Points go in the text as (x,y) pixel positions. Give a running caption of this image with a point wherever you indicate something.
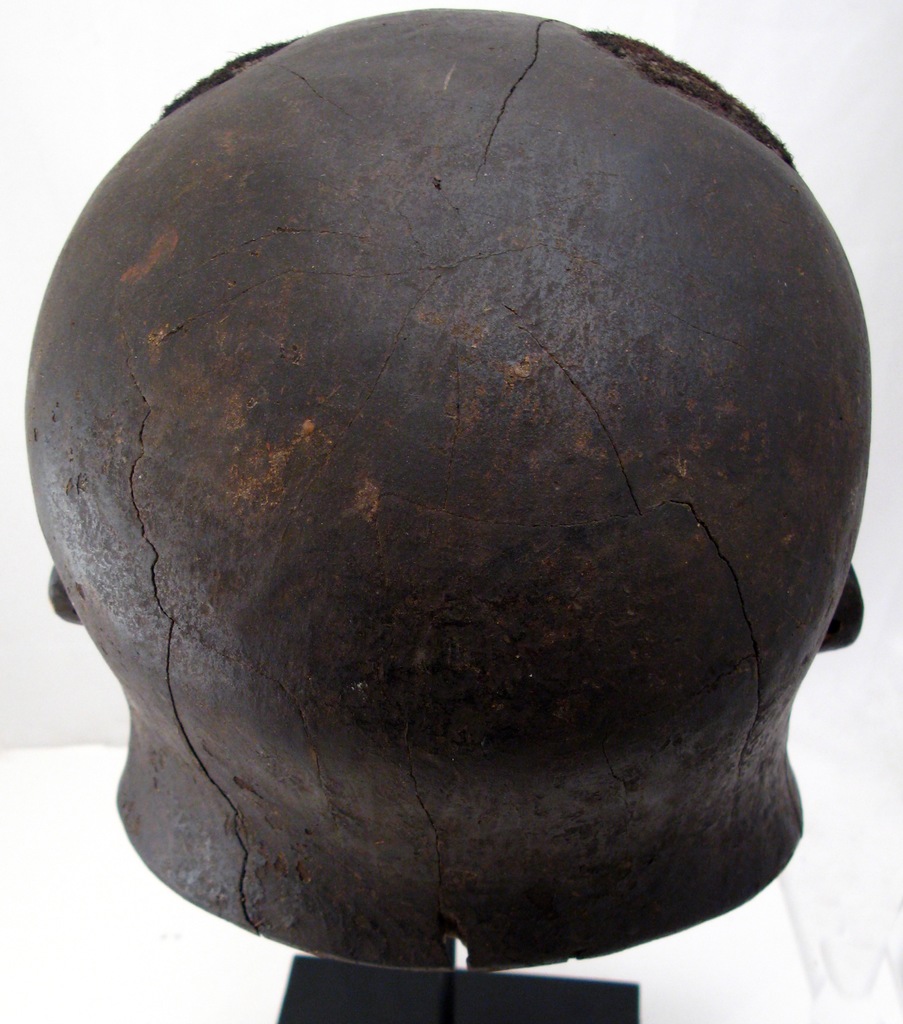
In this image we can see a black color object (192,707). The background of the image (893,417) is white in color.
